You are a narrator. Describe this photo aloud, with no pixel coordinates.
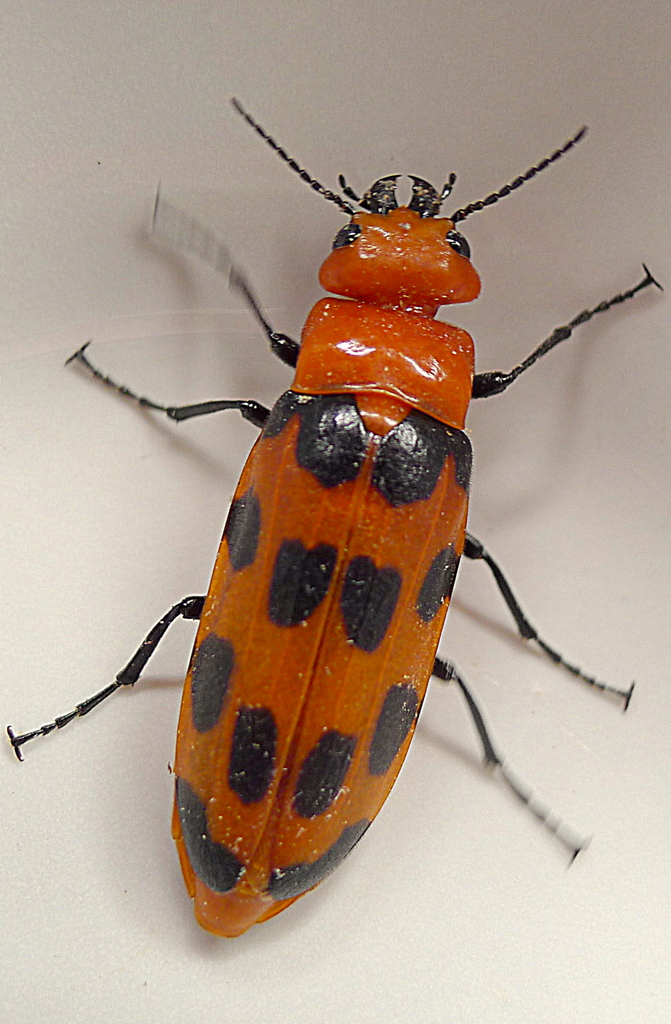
In the image we can see an insect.
